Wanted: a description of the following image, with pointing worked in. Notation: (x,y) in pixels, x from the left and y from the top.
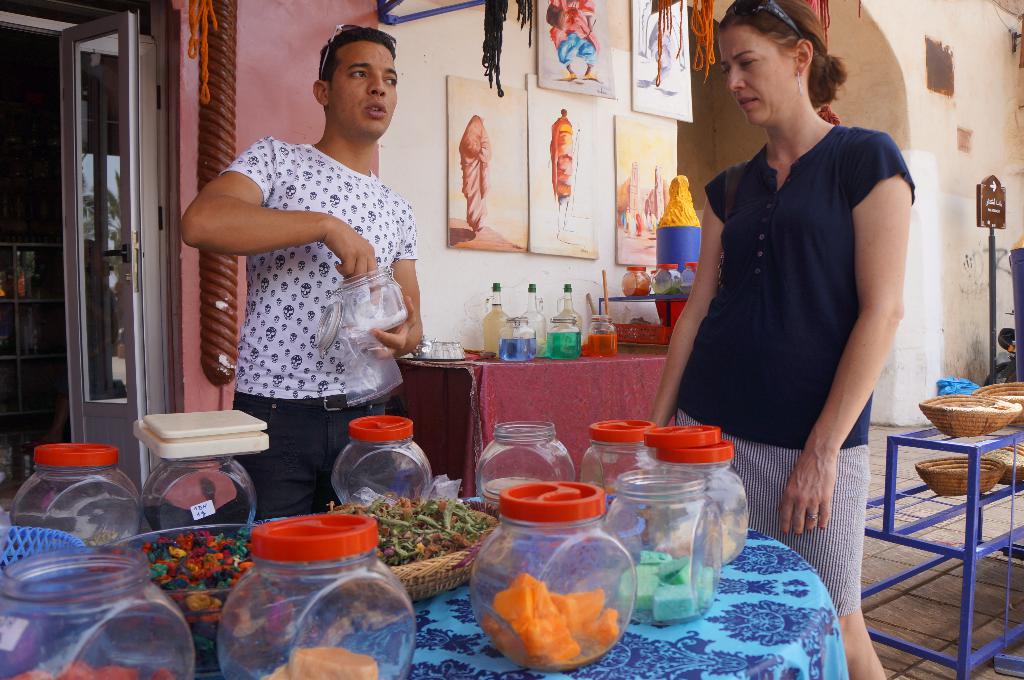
In this image there are some boxes (485,622) with some objects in it, trays (418,533) with some items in it on the table (830,639), and there are two persons (374,43) standing, bottles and boxes (508,348) on the table (513,397), frames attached to the wall (930,268), door (130,340), trays (968,399) on the steel rack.
